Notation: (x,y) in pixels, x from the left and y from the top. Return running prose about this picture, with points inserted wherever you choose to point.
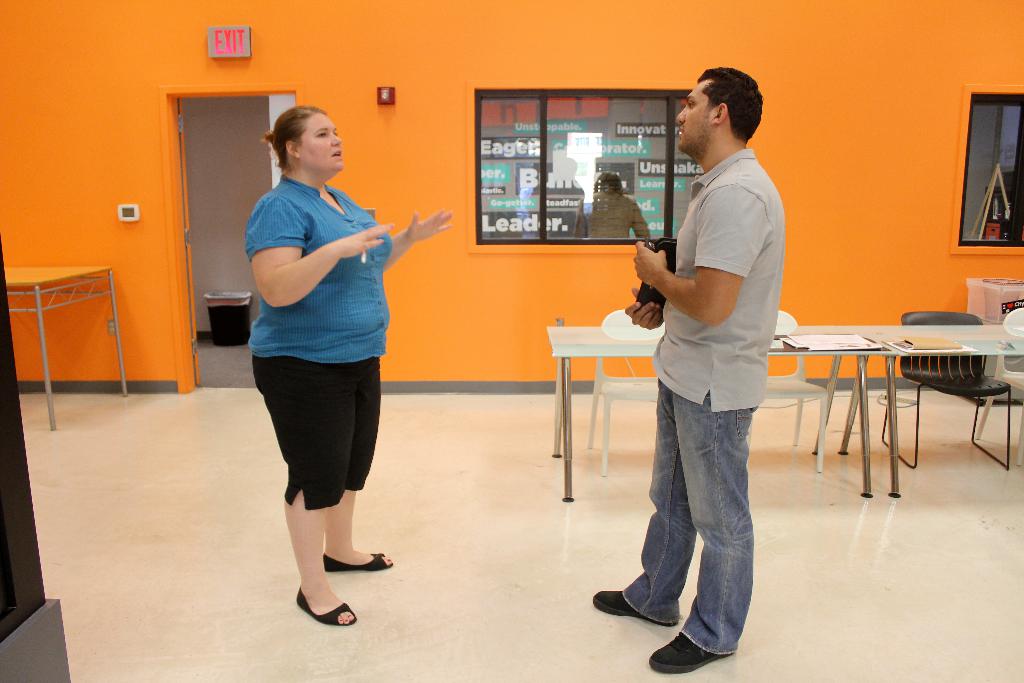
This picture is taken in a room (424,250). There are women (329,138) and a man (703,222). Women (309,582) in the left side (332,301) wearing a blue top (371,334) and black trousers (315,424). A man (686,373) towards the right (699,236), he is wearing a grey shirt (712,236), blue jeans (673,444) and holding a file (651,241). Towards the right corner (875,341) there is a table (875,341) and some papers (860,345) on it and there are some chairs (642,389) towards the right (960,366). Towards the left (44,272) there is another table (35,286) and a door (217,219) besides that. In the center (542,239) there is a window (626,191).
